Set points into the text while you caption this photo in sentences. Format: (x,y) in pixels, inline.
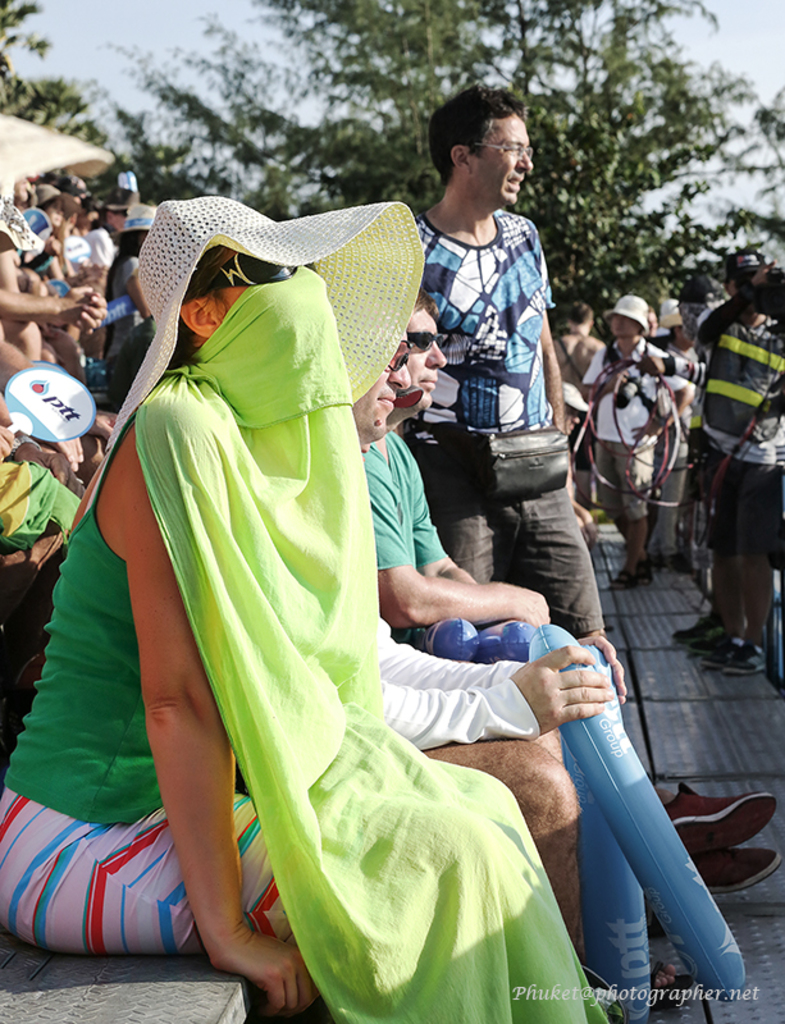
This picture shows few people (309,237) seated and few (707,406) are standing and we see a woman (259,279) wore a hat (166,350) on her head (209,320) and we see a cloth (294,354) to her face (335,356) and we see trees (257,159) and a clear sky (735,52) and we see a man (604,395) holding a camera (639,398) in his hand (611,388).
